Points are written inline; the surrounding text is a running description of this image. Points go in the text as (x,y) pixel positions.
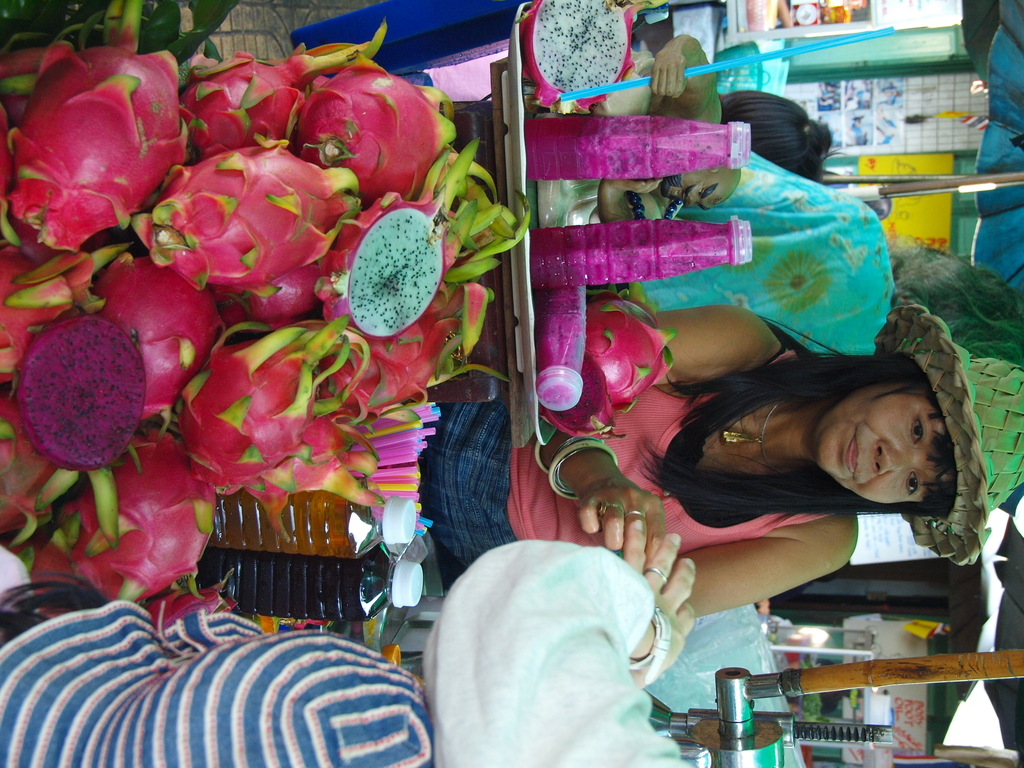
In this image, on the right side (745,518), we can see a woman (720,386) sitting on the chair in front of the table (495,305), on the table (526,363), we can see some bottles (688,269). On the right side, we can also see a bowl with some food (613,11). On the right side (815,146), we can also see a person (784,228) holding a straw (622,86). In the right corner (736,294), we can also see another person (861,258). On the right side (823,726), we can see a metal instrument (815,730). On the left side (313,227), we can see some food item (253,322).
